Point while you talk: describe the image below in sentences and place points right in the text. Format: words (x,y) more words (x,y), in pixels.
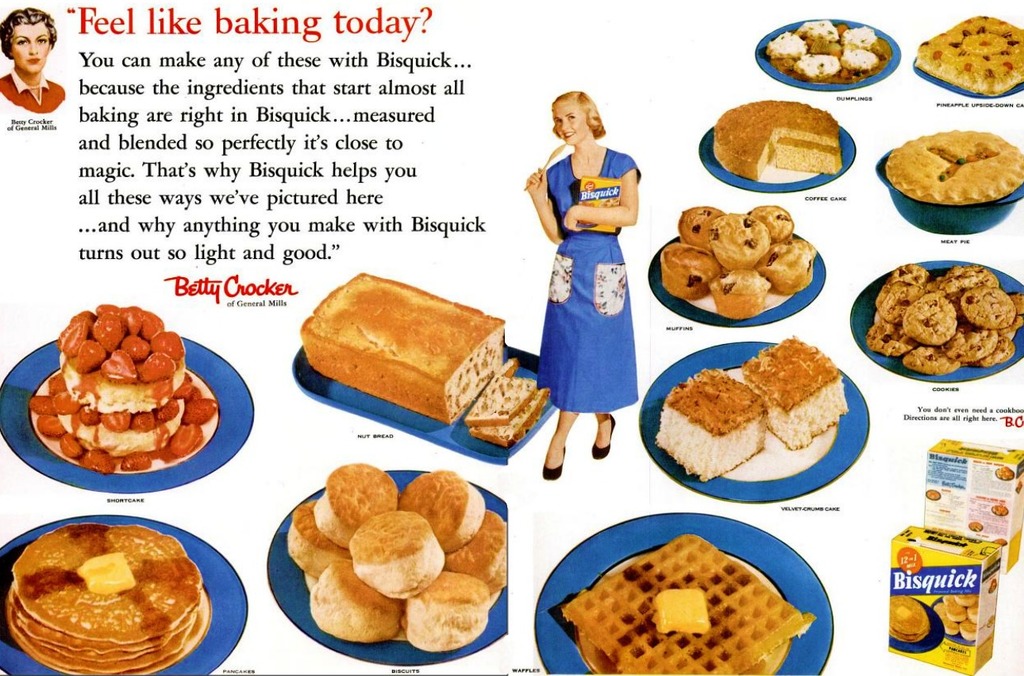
In this image we can see group of food items (401,570) placed in several plates (778,454) in which there are some bread (453,353), pancakes (140,658), cookies (955,300). In the middle of the image (598,330), we can see a woman (574,140) holding spoon (554,156) in her hand (533,189) and a box (593,226) in other hand (584,209) and in the background (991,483) we can see two boxes (972,559).
